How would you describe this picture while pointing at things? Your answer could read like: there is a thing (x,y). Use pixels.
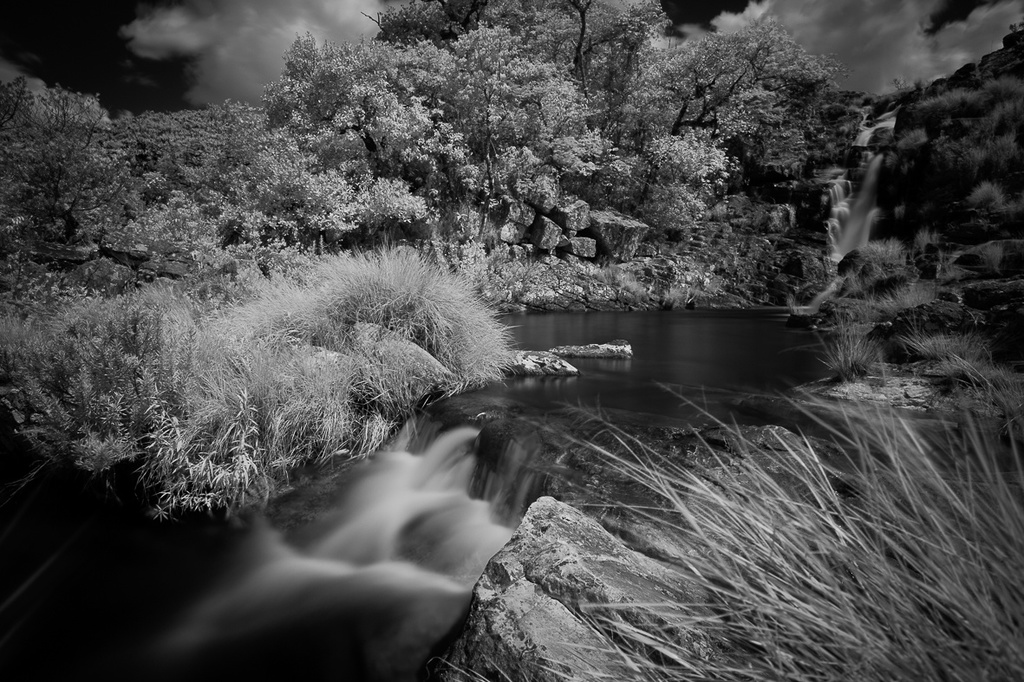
In this picture we can observe trees (655,177) and rocks (602,228). In the right side (788,554) there is some grass (784,571). We can observe a waterfall (849,234). In the background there is a sky (200,72) with clouds (208,45).
